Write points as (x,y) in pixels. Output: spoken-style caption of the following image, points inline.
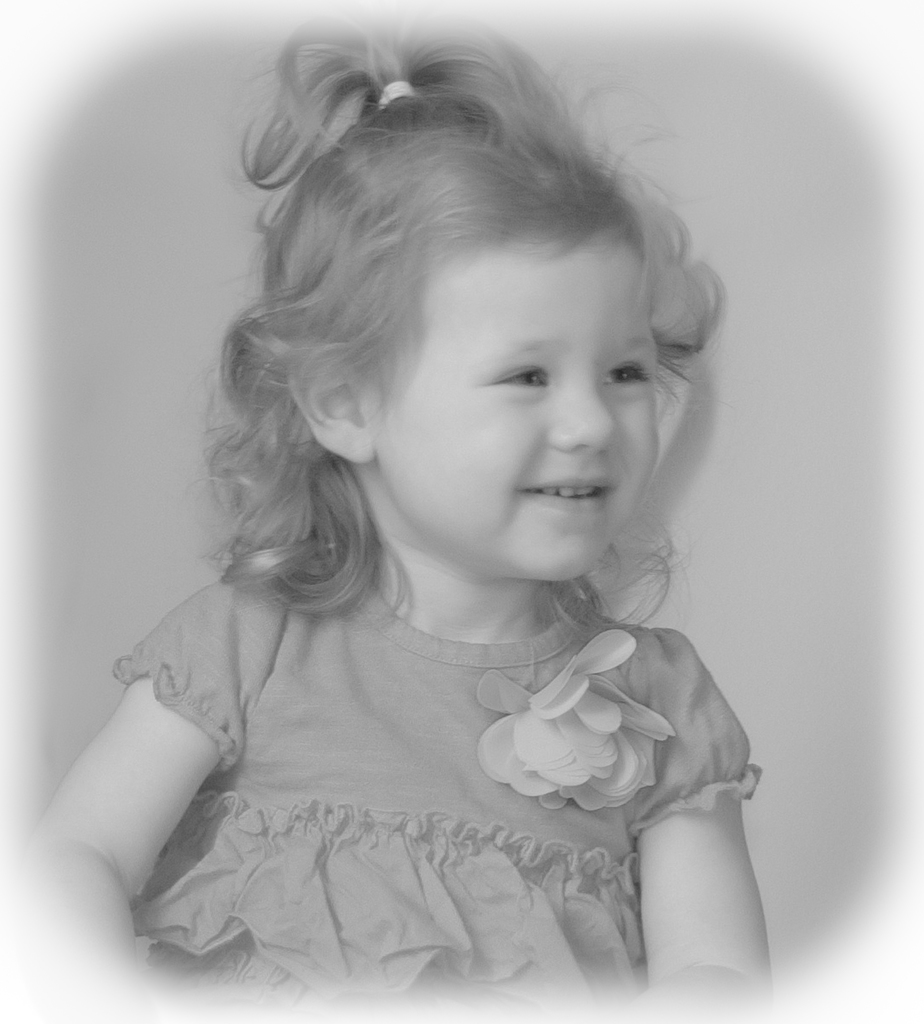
In this edited image, we can see a kid (599,569) wearing clothes (314,903).
